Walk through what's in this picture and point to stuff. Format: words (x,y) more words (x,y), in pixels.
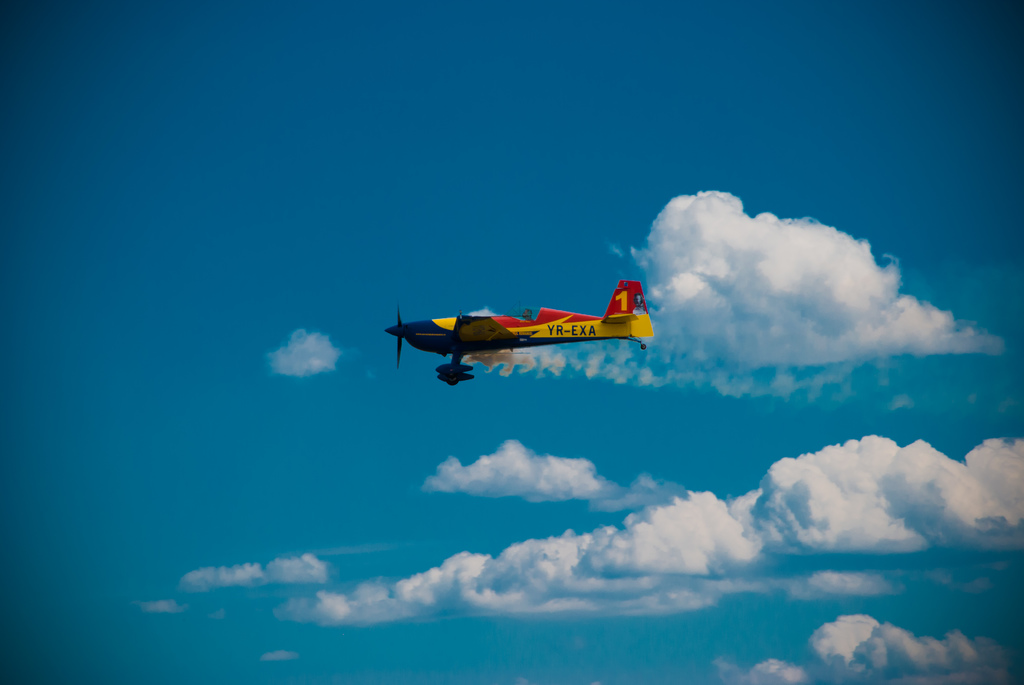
In this image we can see a plane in sky (516,388). In background of the image (846,474) there are clouds (709,493).
